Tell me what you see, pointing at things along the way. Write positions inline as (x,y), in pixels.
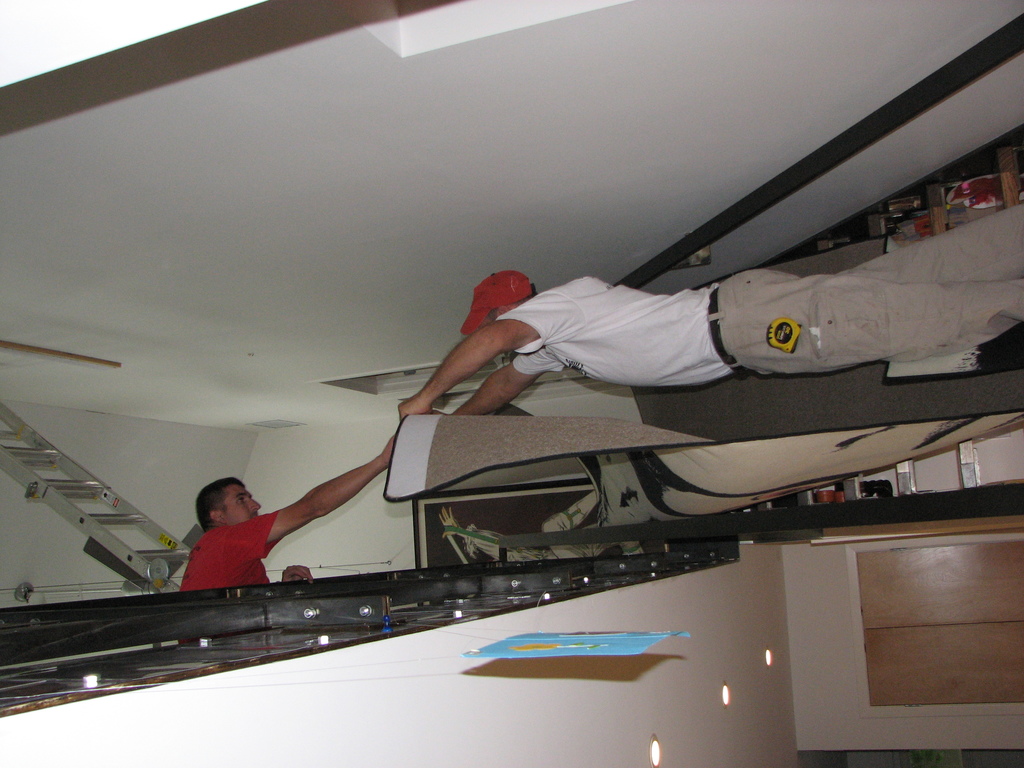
In this picture we can see two people (238,557), ladder (125,556), kite (514,642), roof (373,266), walls (569,682), lights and some objects (112,669).
